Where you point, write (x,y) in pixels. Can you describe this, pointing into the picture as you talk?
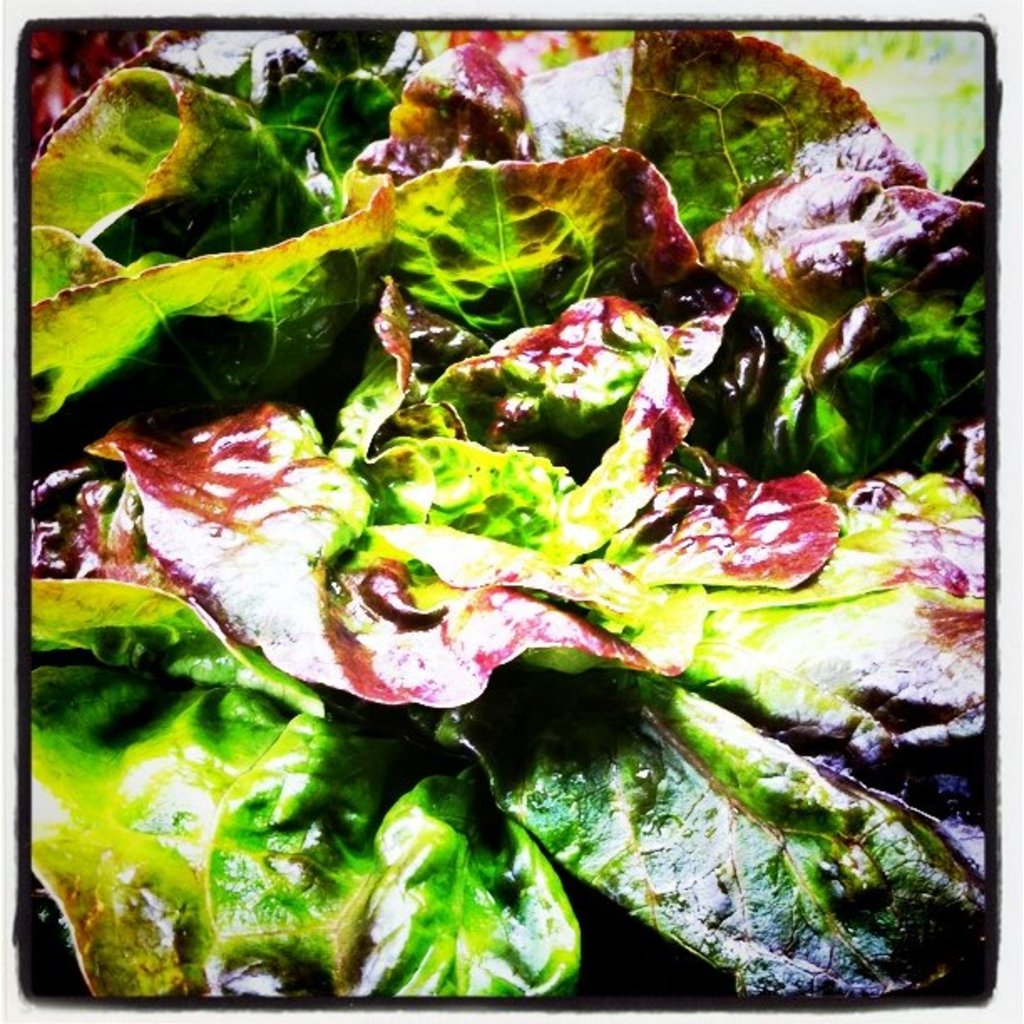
In this picture we can see a few leaves (122,810) throughout the image.
